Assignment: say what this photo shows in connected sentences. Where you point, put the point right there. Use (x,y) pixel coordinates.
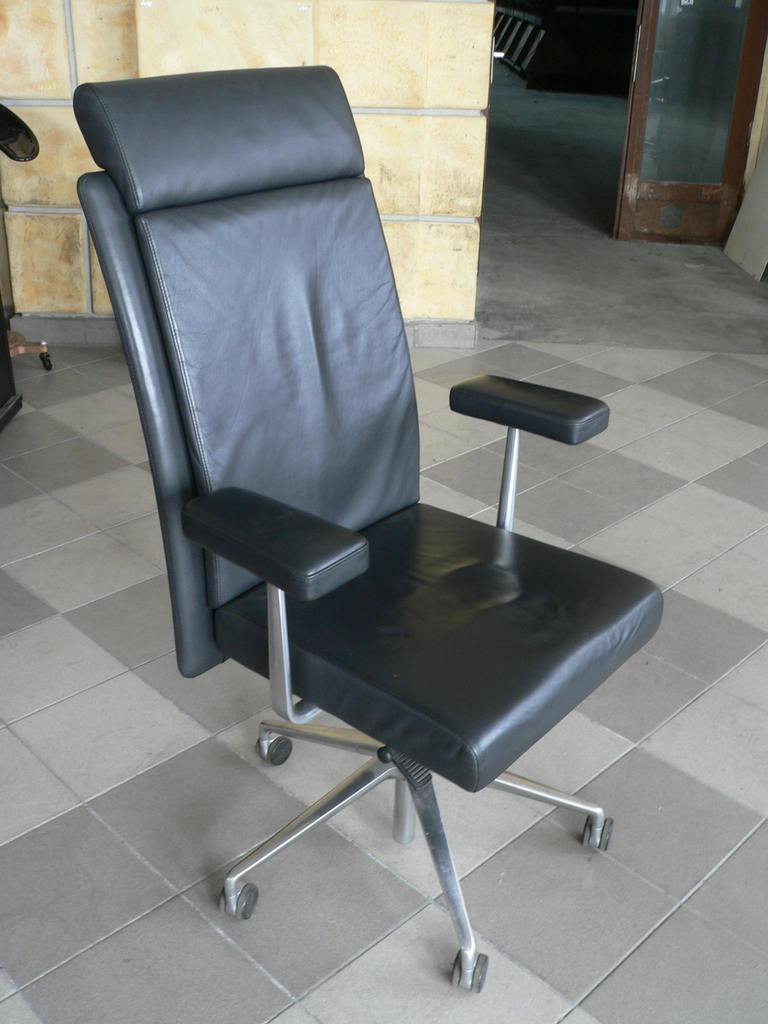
In this image in the middle (307,445), there is a chair (301,465). At the bottom (398,906) there is a floor (612,147).
